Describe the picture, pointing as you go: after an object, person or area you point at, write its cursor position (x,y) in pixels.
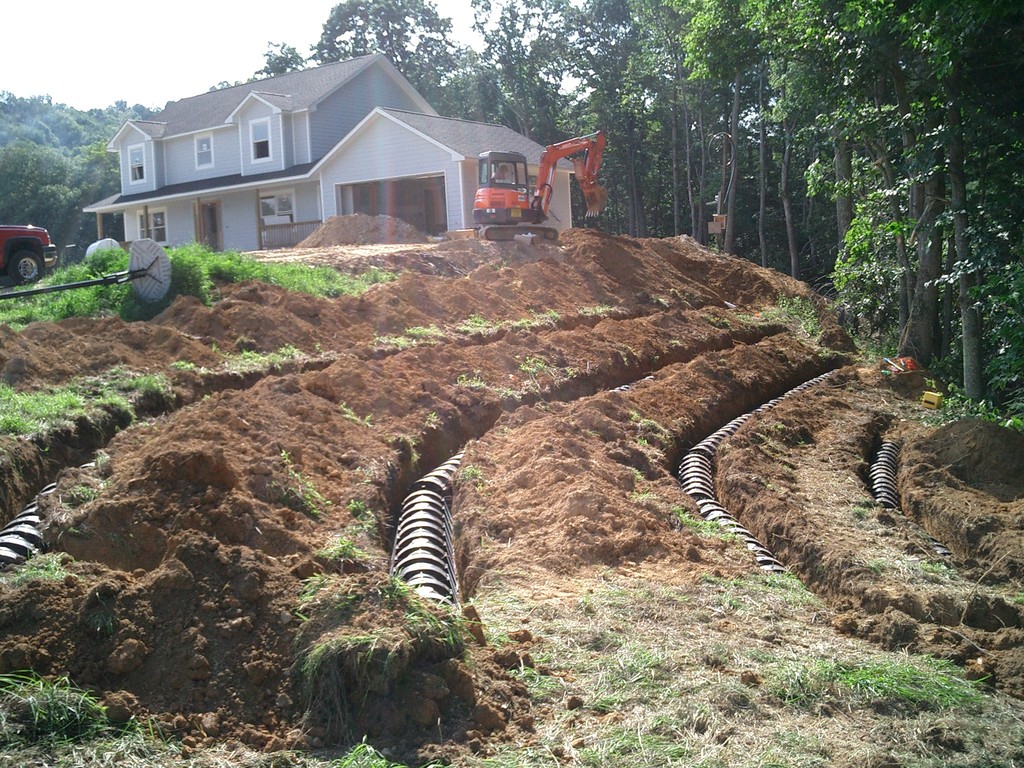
In the picture we can see a muddy surface (151,595) and in the middle of it, we can see some pipes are laid and on the top of it, we can see the construction equipment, vehicle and beside it, we can see the house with windows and a door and near to it we can see a part of the car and in the background (1,224) we can see many trees (837,143) and the sky (13,68).
